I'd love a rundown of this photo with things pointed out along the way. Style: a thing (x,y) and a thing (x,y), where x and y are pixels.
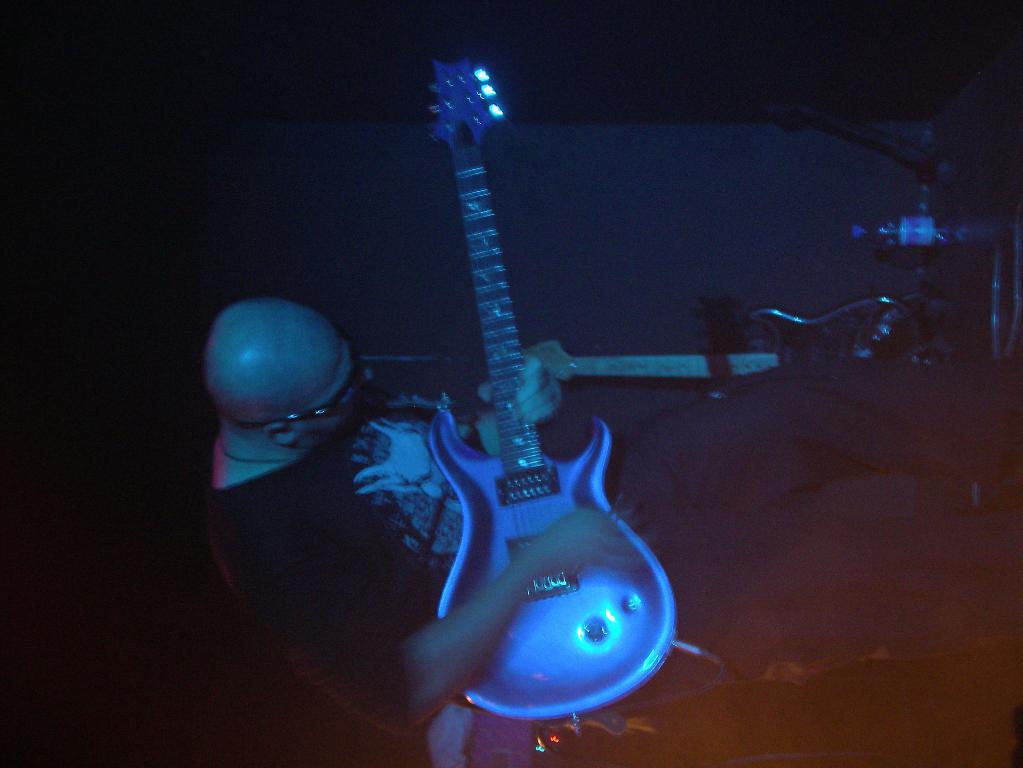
In this picture we can see a person (290,656) holding a guitar (577,582) in his hand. We can see another guitar (642,374) and a few objects (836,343) in the background (883,307). There is a dark view in the background (911,85).
